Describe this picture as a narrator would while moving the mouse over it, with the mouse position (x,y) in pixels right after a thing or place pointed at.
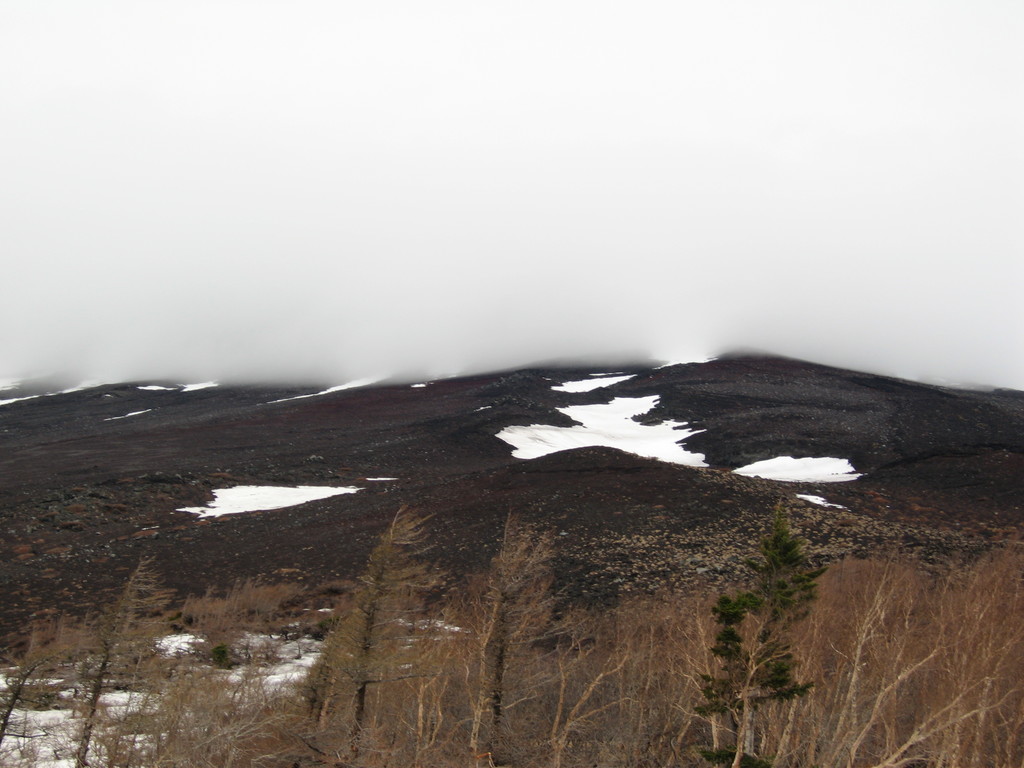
In this image I can see the few dry trees (606,723), snow (309,496) and the white color background (748,198).
